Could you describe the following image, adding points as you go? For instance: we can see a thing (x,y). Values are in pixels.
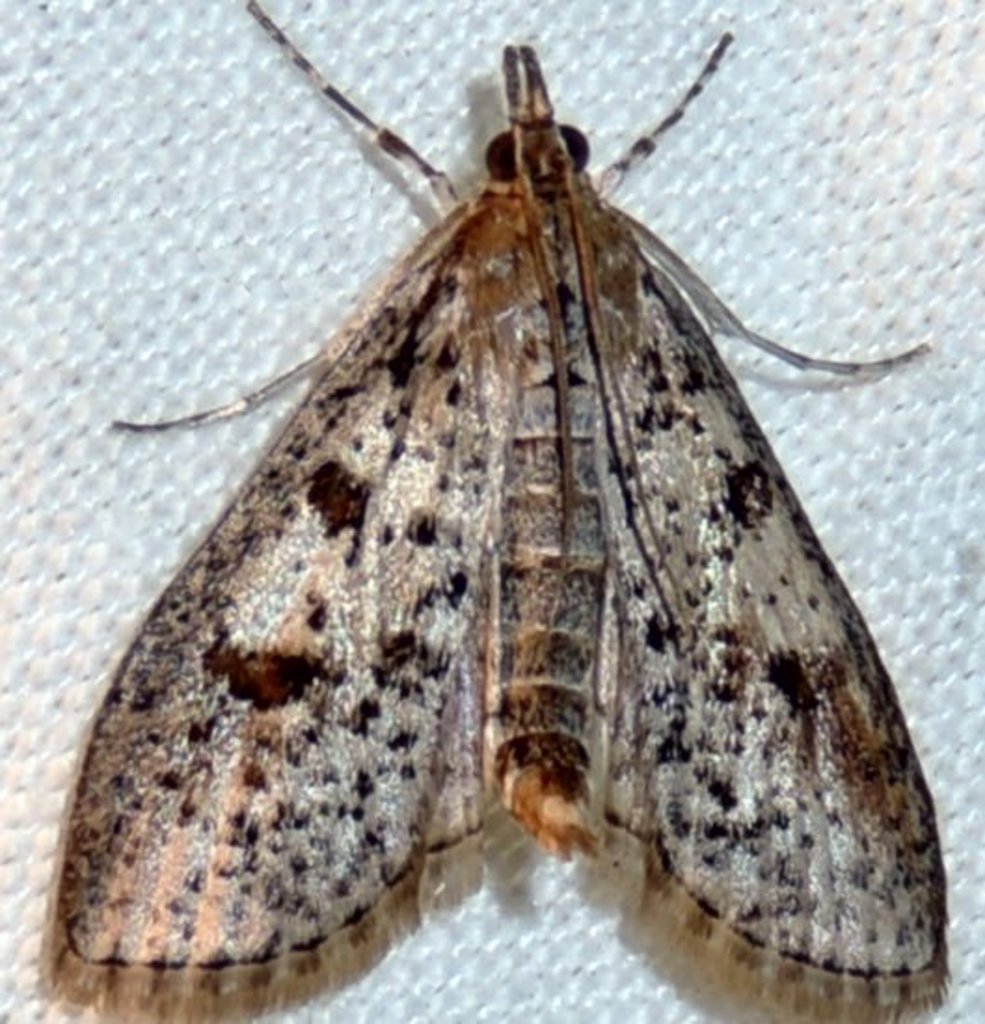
In this image we can see one insect (396,537) and there is a white background (879,184).
